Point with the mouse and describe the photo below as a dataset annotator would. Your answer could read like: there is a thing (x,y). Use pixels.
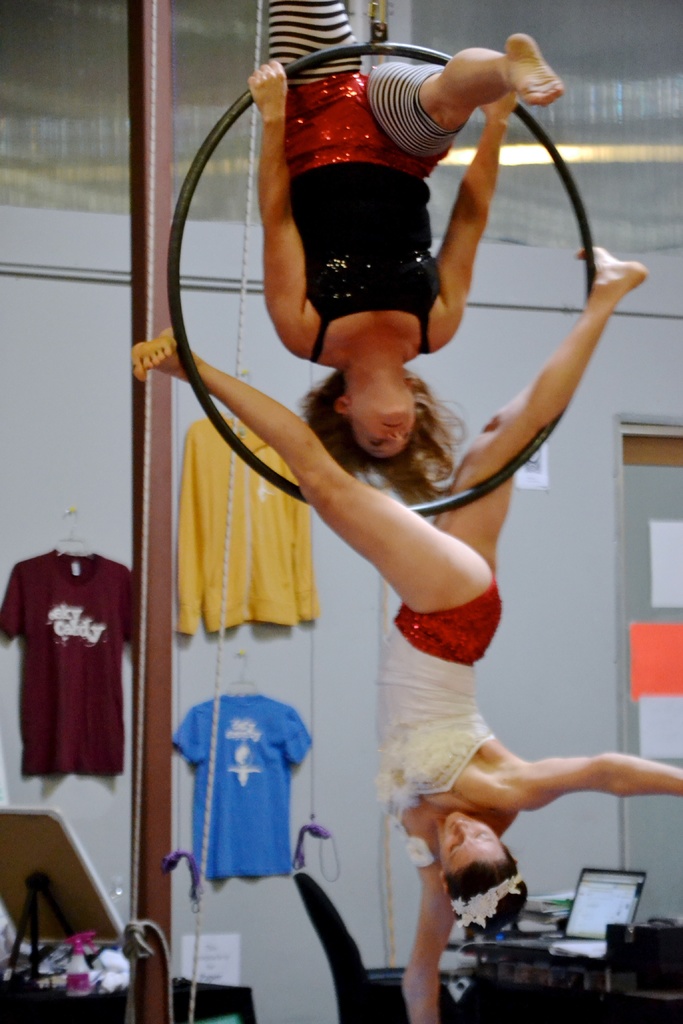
In this image we can see two ladies (344,252) performing acrobatics with a ring (363,46). In the back (236,283) there is a wall (107,364). On the wall (254,669) there are dresses (260,711) hung. Also there is a pole (155,677). And there are tapes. And there is a chair (331,902). And we can see laptop (586,936) and some other items (552,902) in the background (567,900).
